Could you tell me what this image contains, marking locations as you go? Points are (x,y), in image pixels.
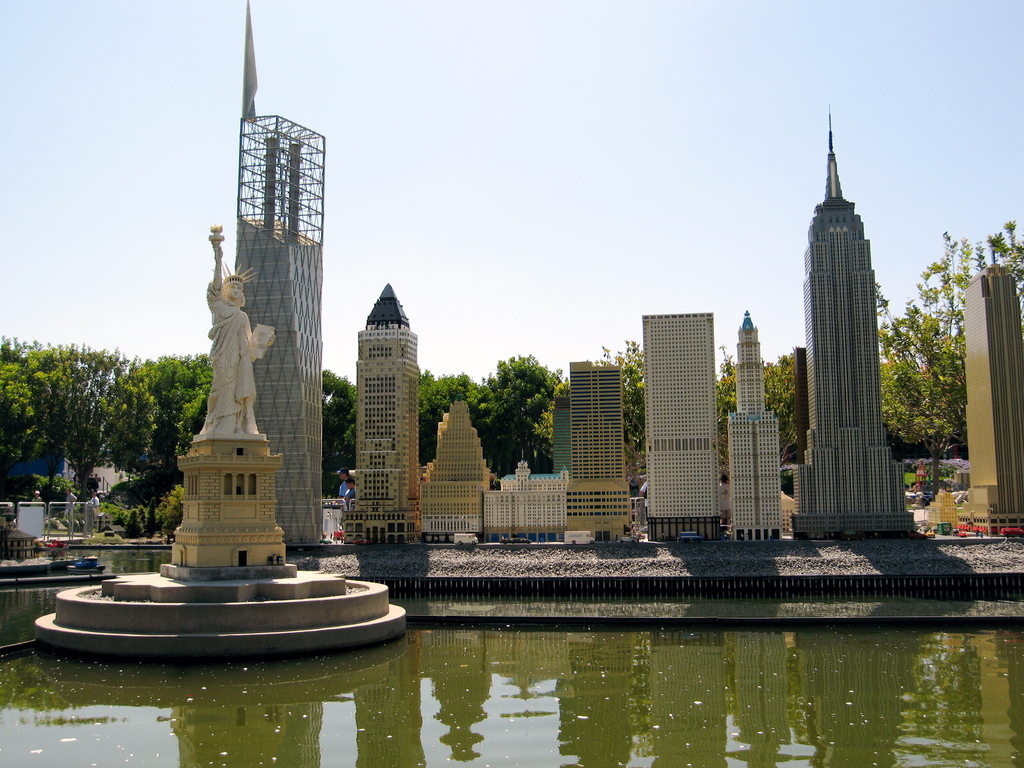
In this picture there is a statue (218,569) on the left side of the image (204,491) and there is water (686,697) at the bottom side of the image (573,675), there are trees (627,420) and buildings (978,446) in the center of the image (502,367).
